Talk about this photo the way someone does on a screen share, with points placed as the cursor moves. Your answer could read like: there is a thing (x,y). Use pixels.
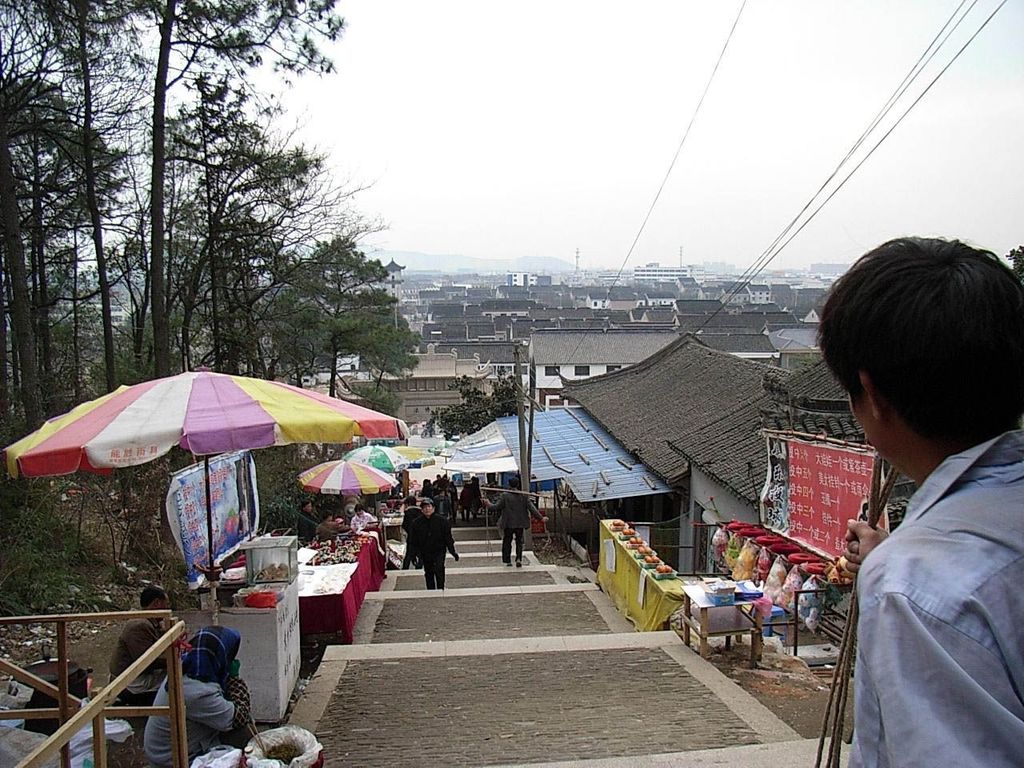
In this image, we can see houses (746,333), trees (101,491), umbrellas (236,432), poles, wires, stalls (346,561), banners (228,519), people (540,515) and some objects (340,547). At the bottom of the image (422,526), we can see few people (425,579) on the stairs (454,617). In the bottom right corner (942,662), there is a person (959,537) holding sticks (870,518). In the background (657,153), we can see the buildings (515,281), houses (474,311), hill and the sky (754,124).
